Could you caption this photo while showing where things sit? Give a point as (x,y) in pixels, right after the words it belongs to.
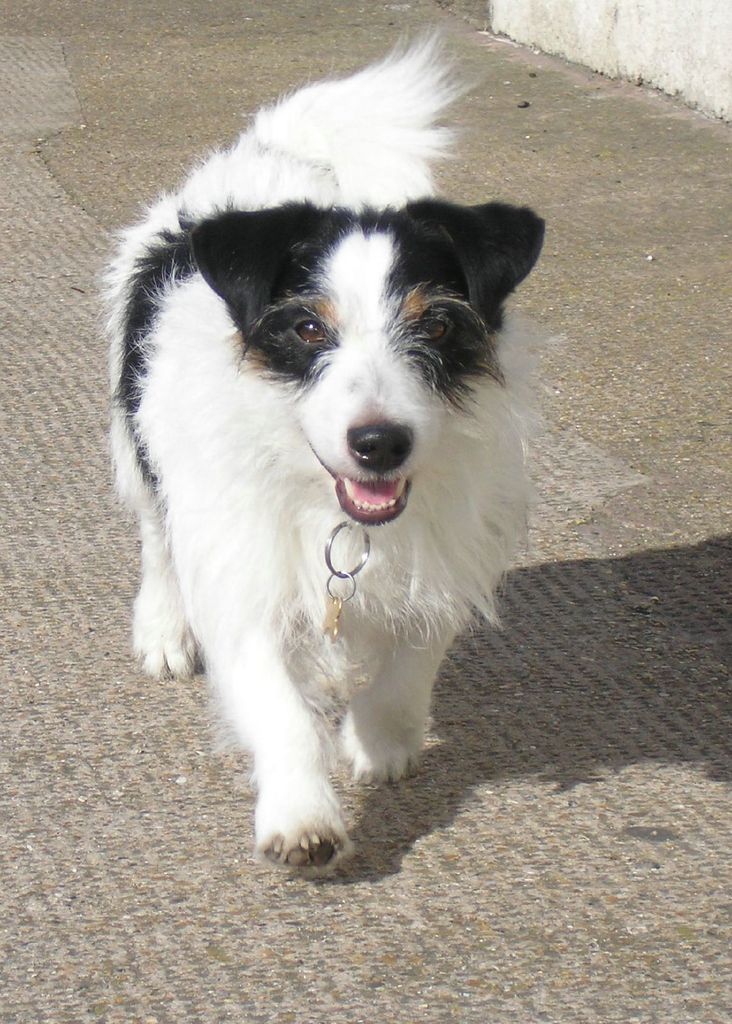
In this image we can see a dog (321,683) on the ground (396,910).
